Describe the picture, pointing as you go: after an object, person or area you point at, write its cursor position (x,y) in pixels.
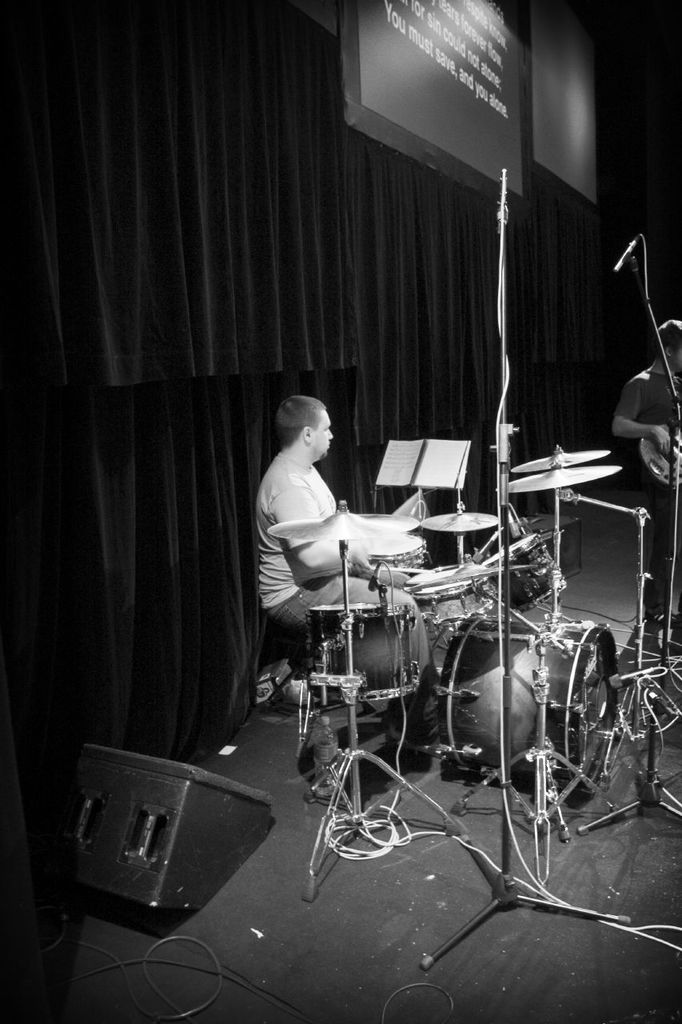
This is a black and white picture. Here we can see two men (665,493). He is playing guitar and there is a mike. There is a person (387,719) playing musical instruments (532,555). In the background (361,98) we can see a screen (450,145) and curtains (327,361).
